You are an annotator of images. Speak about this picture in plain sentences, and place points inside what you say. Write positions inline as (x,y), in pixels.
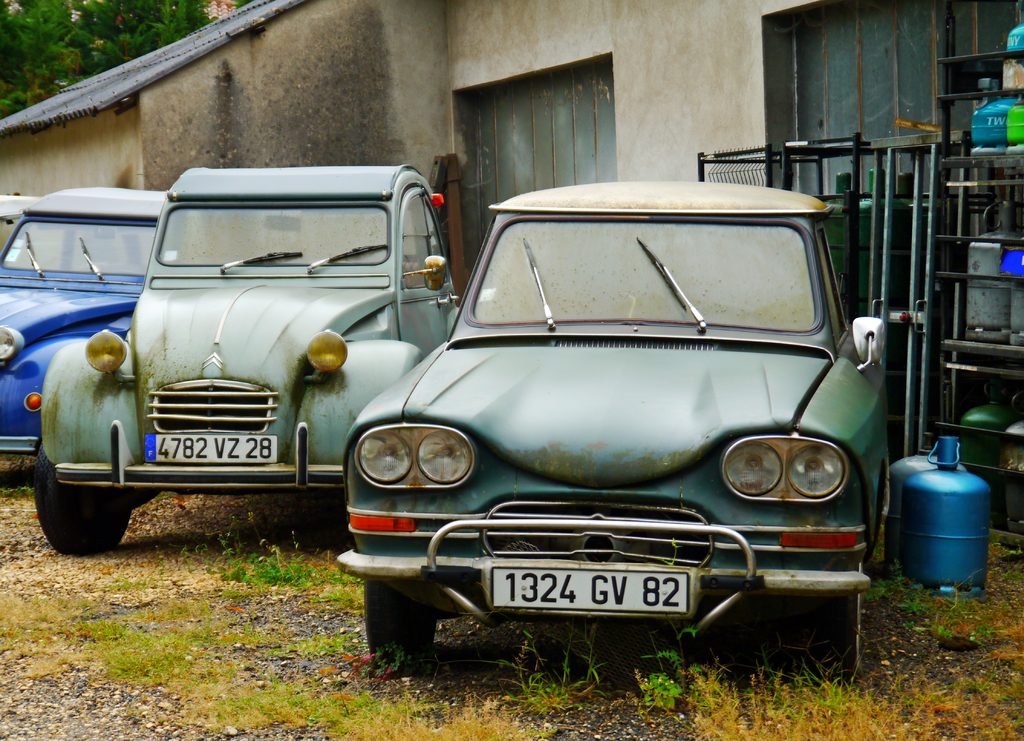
There are three cars (261,417), which are parked. I can see the headlights (111,356), number plates (580,570), bumpers (369,574), glass wipers (333,257), side mirrors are attached to the cars (560,402). These look like cans (953,476), which are placed on the ground (959,599). These look like the racks (937,405) with few objects (982,445) in it. This is a building (474,118) with windows (856,54). I think this is a tree (84,33). Here is the grass (268,698).
